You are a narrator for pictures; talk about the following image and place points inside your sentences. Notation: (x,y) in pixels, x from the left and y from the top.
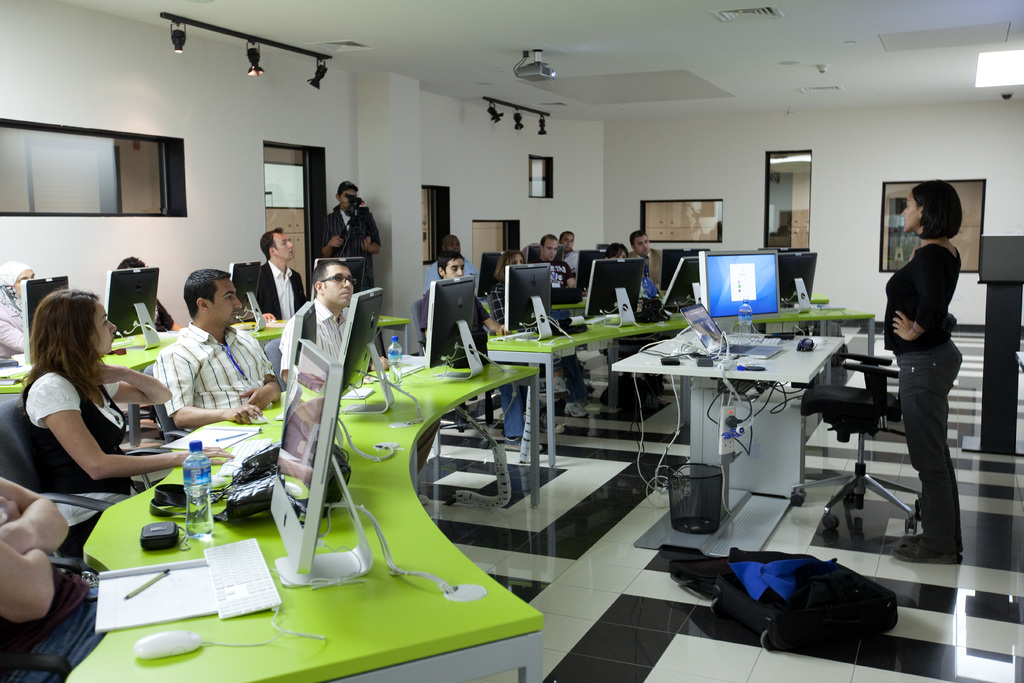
Few persons (200,301) are sitting on the chairs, These two persons (930,356) are standing. We can see monitors (772,293), bottle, keyboards (252,561), mouse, books (178,576), papers (189,590), pens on the table (439,393). We can see bin (675,492), bag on the floor (592,536). On the background (576,143) we can see wall (582,189), glass window (270,175), door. On the top (264,68) we can see lights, projector (548,66). This person (340,206) holding camera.
